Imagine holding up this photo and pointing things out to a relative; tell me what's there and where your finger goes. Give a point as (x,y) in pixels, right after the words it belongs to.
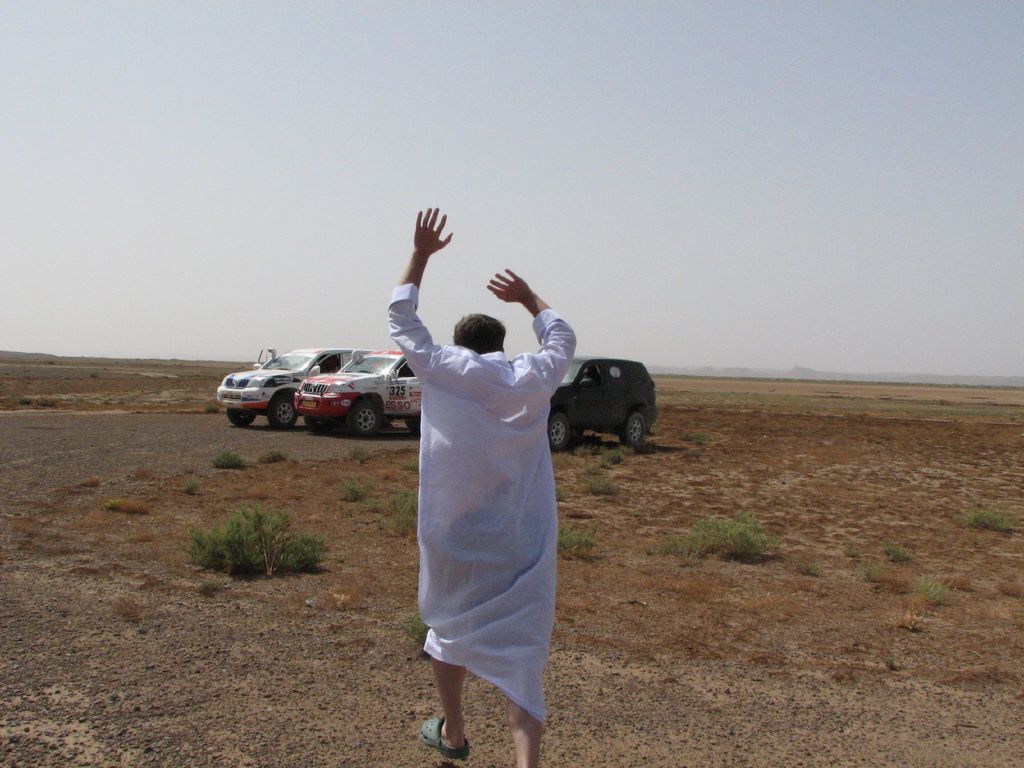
This image is taken outdoors. At the top of the image (567,146) there is the sky (511,179). At the bottom of the image (771,670) there is a ground (763,695). In the background (310,398) three cars (403,396) are parked on the ground (267,702). In the middle of the image (480,390) a man (480,669) is running on the ground (43,680).
